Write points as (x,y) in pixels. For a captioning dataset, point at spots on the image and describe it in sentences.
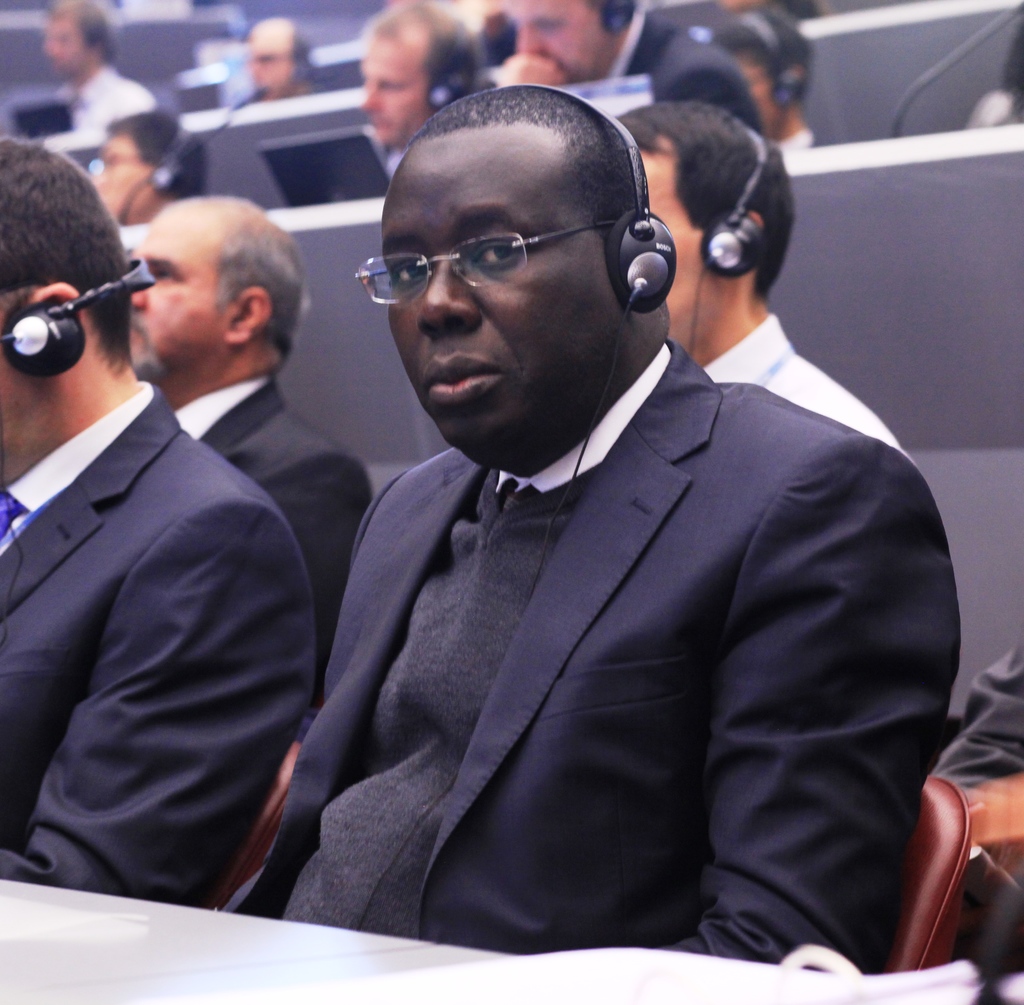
In this picture I can see few people (536,331) are sitting and keeping headsets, in front (98,937) there are some tables (53,918).
